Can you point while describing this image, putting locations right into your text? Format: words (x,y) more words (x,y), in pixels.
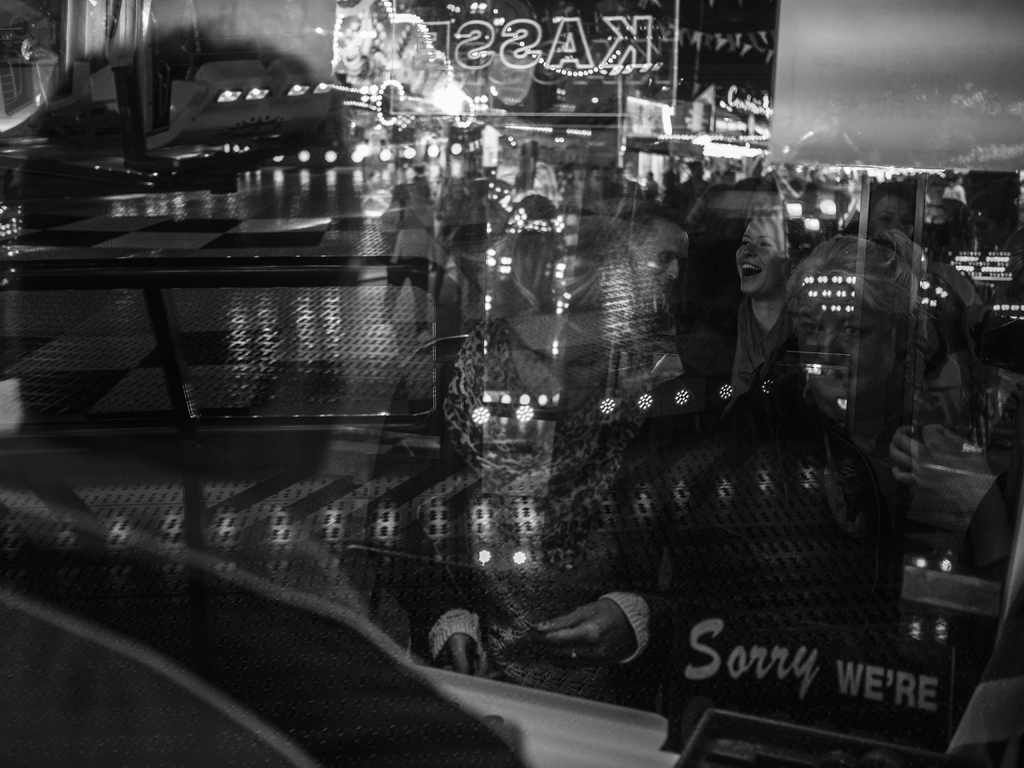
This is a black and white image and here we can see reflections (632,284) of people (602,270) and there are lights (543,59), boards (530,60) and we can see buildings (561,130).
